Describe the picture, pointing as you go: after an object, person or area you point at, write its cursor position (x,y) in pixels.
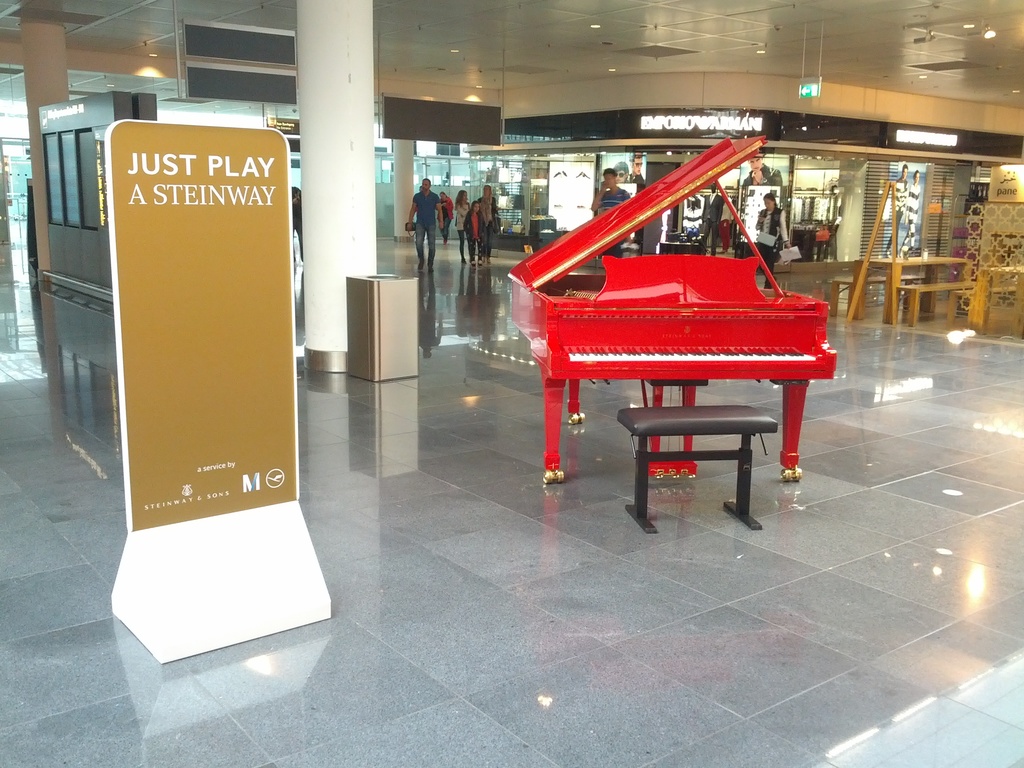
In the left (266,139) a board (288,234) is there. In the middle (616,331) a piano (803,299) red in color is there and a stool (743,421) is there. In the background (776,229) group of people (462,251) standing on the floor (73,480). And a window blinds (940,196) is there and tables (921,260) are visible. A roof top (806,27) is white in color on which lights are mounted and a pillar (346,60) of white in color and brown in color is visible. This image is taken inside a shopping mall (808,173).
